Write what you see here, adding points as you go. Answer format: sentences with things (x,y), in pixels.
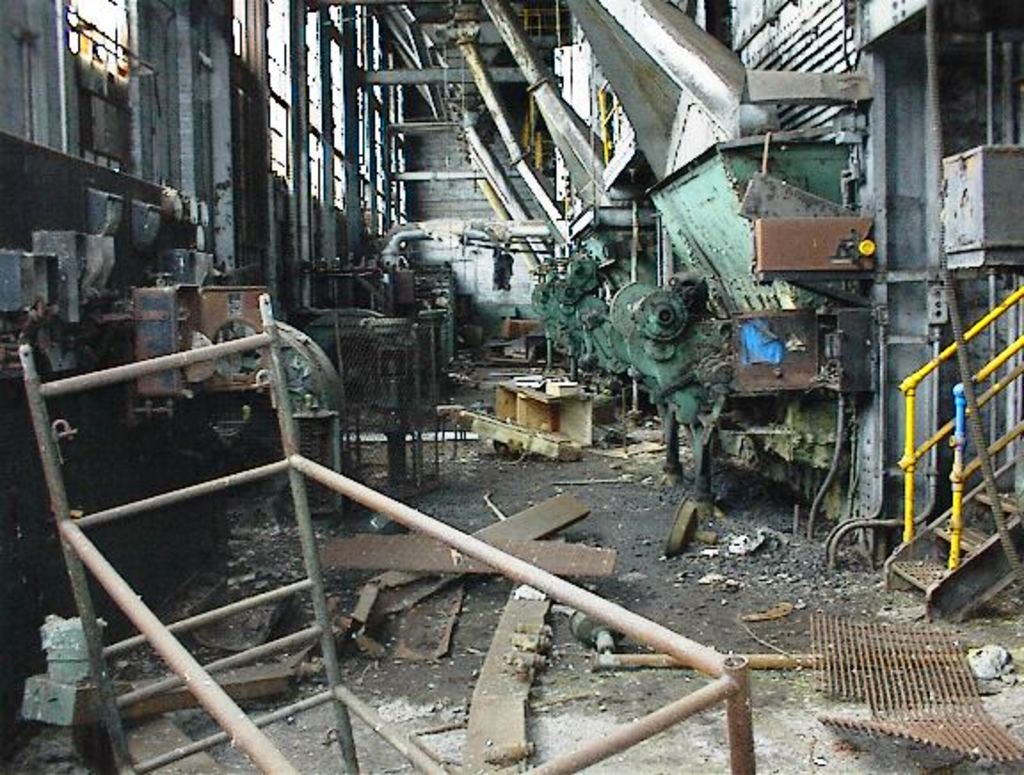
In this image I see a factory (969,37) and there are lot of machines (716,240) and there is stair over here and there are lot of things (884,704) on the ground (46,725).
